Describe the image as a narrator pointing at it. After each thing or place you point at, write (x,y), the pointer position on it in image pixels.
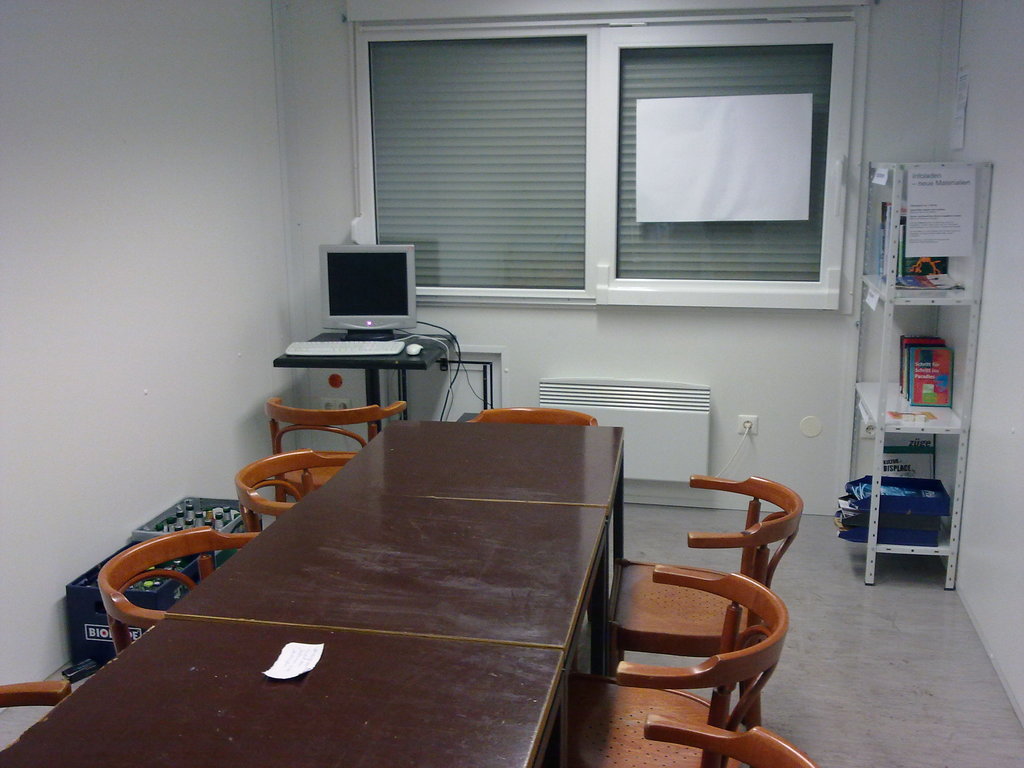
In the image we can see there are monitor (370,317) kept on the table (383,355) and there is a table (584,593) and chairs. Behind there is a bookshelf (920,431).
